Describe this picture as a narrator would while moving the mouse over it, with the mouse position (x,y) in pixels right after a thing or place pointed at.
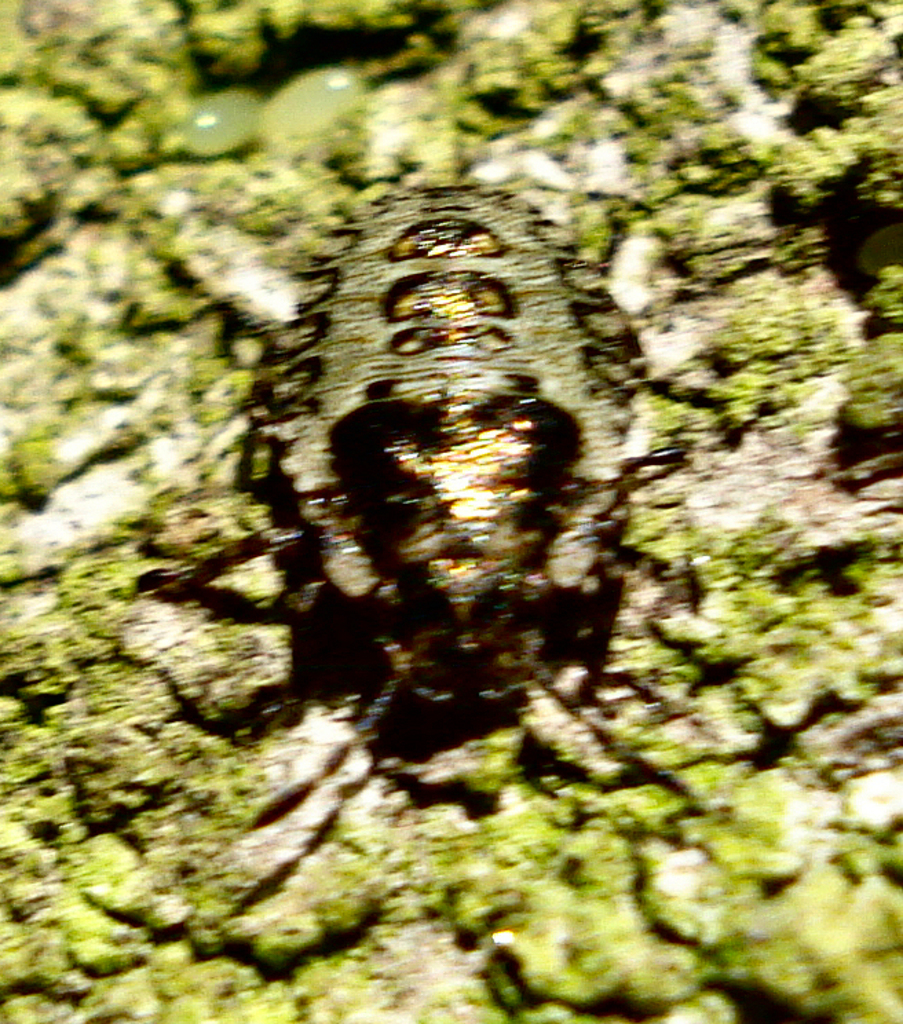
In this image in the center (450,649) there is an insect (443,442), and at the bottom (327,908) there is tree bark (716,315) with green lichen (662,799).
